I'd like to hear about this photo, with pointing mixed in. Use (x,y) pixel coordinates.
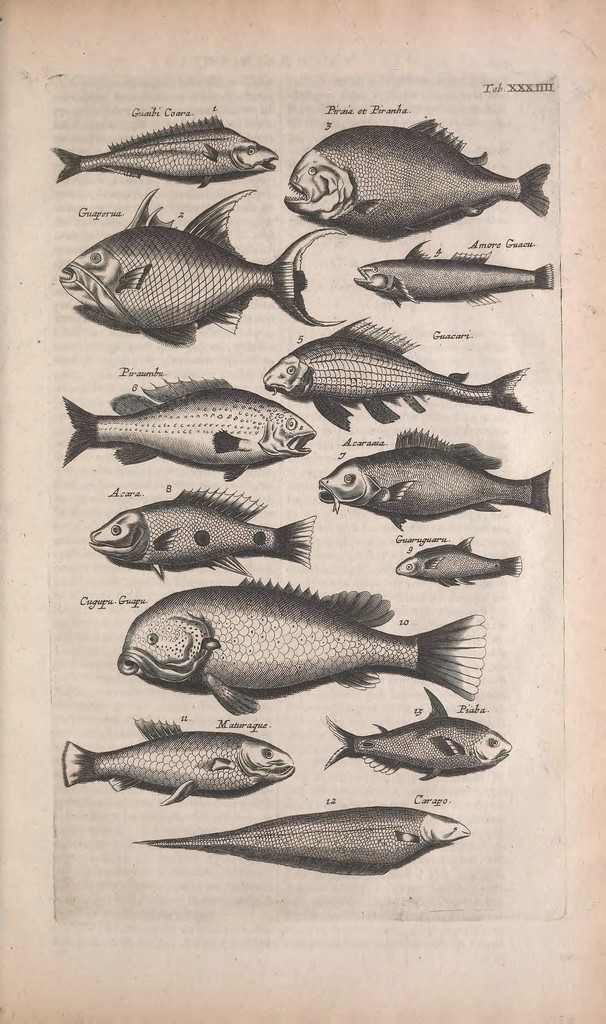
In this image there is a paper (229,194) and it consists of a few images (251,619) of fish (174,228) and there is a text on it.
